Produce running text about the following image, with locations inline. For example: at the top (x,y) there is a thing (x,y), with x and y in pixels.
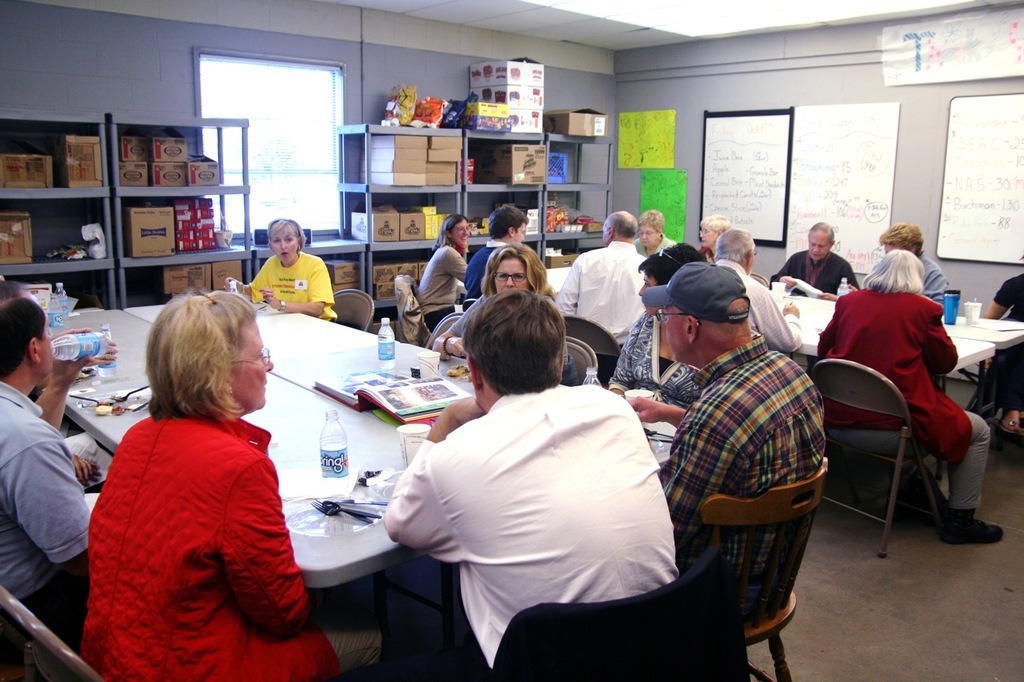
In this picture we can see a group of people (652,374) sitting on chairs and in front of the people (646,255) there are tables (442,369) and on the tables (301,397) there are bottles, cups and a book (376,403). Behind the people (240,416) there are racks (408,188) and in the racks (155,196) there are cardboard boxes (177,171) and behind the racks (473,191) there is a wall (364,102) with a window (289,105) and white boards (782,126).
